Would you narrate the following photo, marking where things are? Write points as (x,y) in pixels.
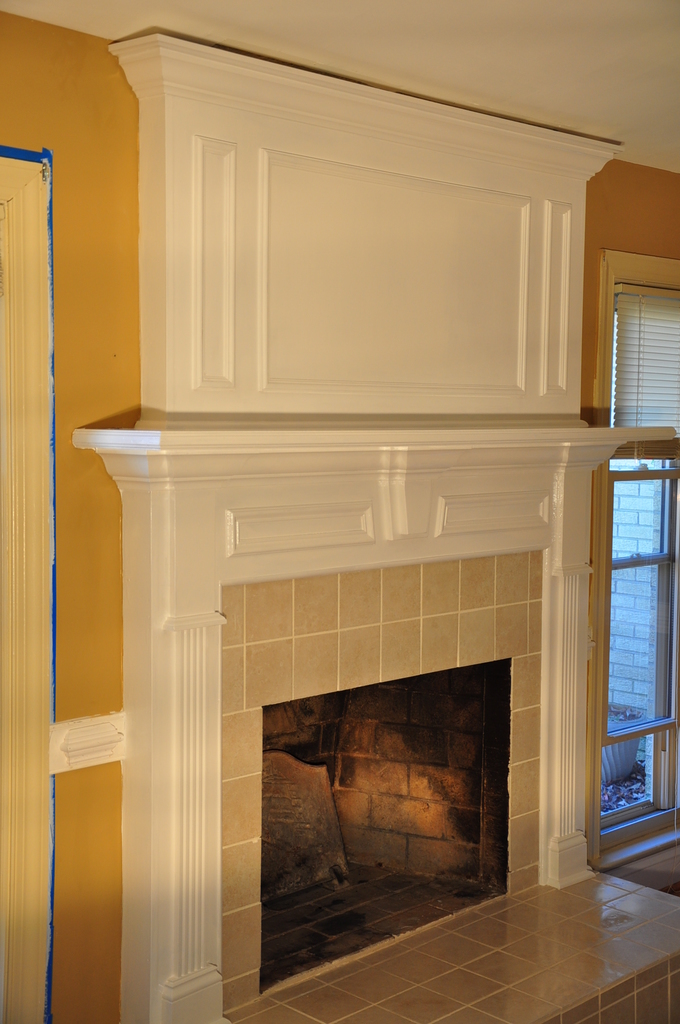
The image is taken in the room (530,818). In the center of the image (288,405) we can see a fireplace (483,833). On the right (651,600) there is a window (651,596) and a curtain (661,371). We can see a wall (101,163).
